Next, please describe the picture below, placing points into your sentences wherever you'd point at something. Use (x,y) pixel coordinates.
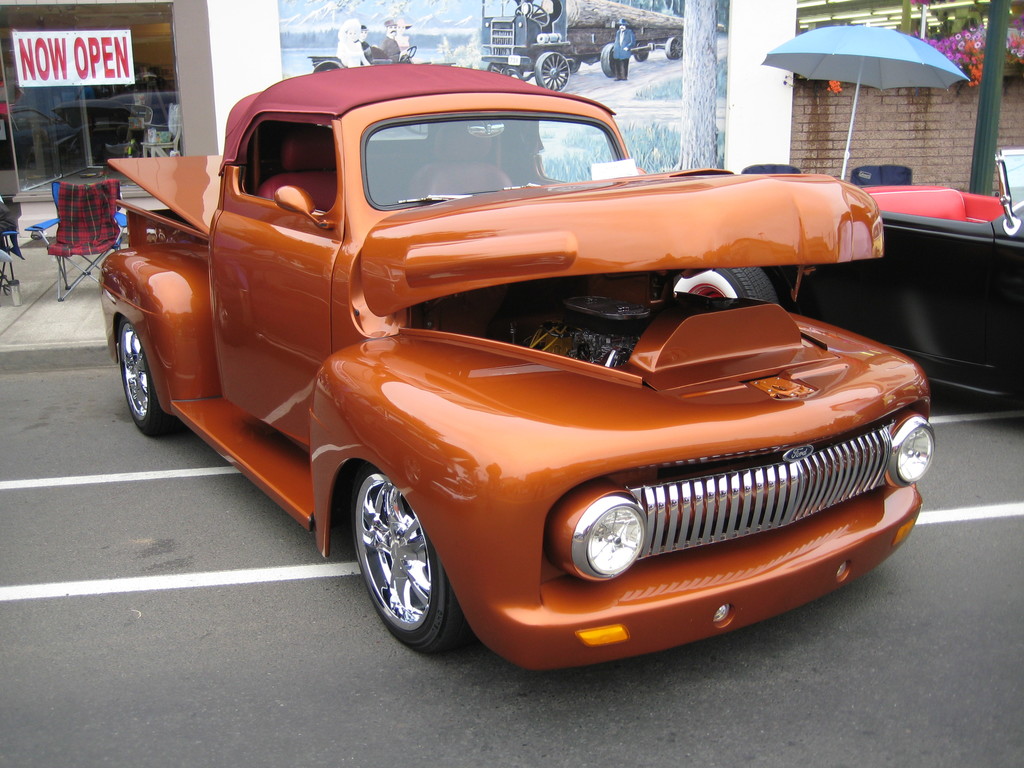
In this image there are two cars (845,295). Beside the car (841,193) there is an umbrella (873,66) and behind the orange car (137,262) there are two chairs (97,226). At the back side (108,119) there is a building (173,63).
